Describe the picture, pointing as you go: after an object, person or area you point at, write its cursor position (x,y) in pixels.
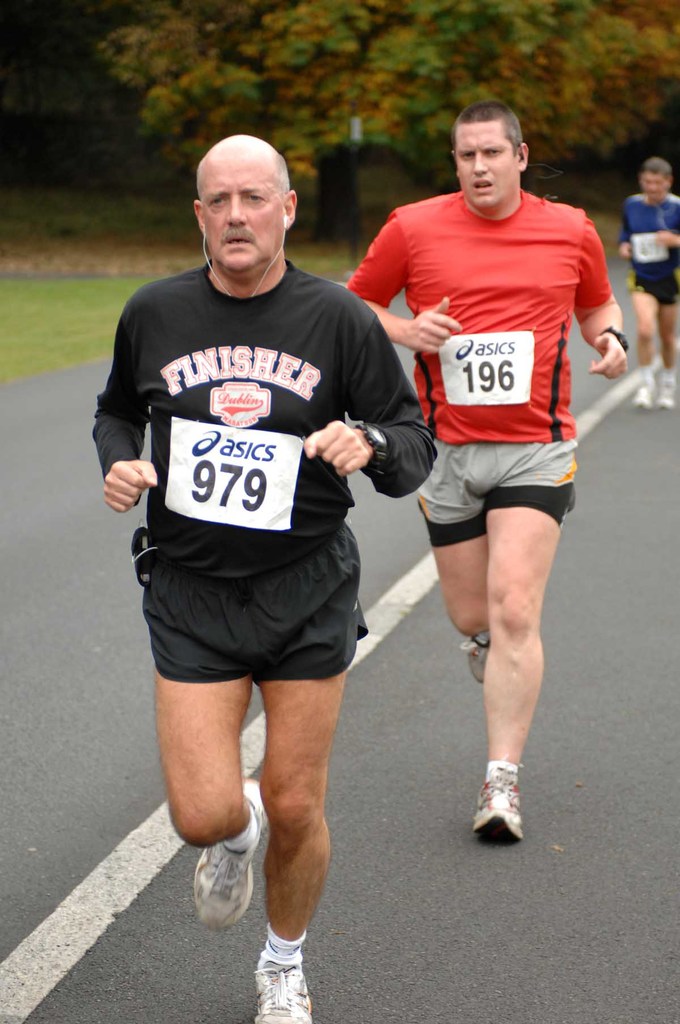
Here we can see three persons (602,298) are running on the road (24,801). In the background (8,333) we can see grass (106,306) and trees (67,74).
